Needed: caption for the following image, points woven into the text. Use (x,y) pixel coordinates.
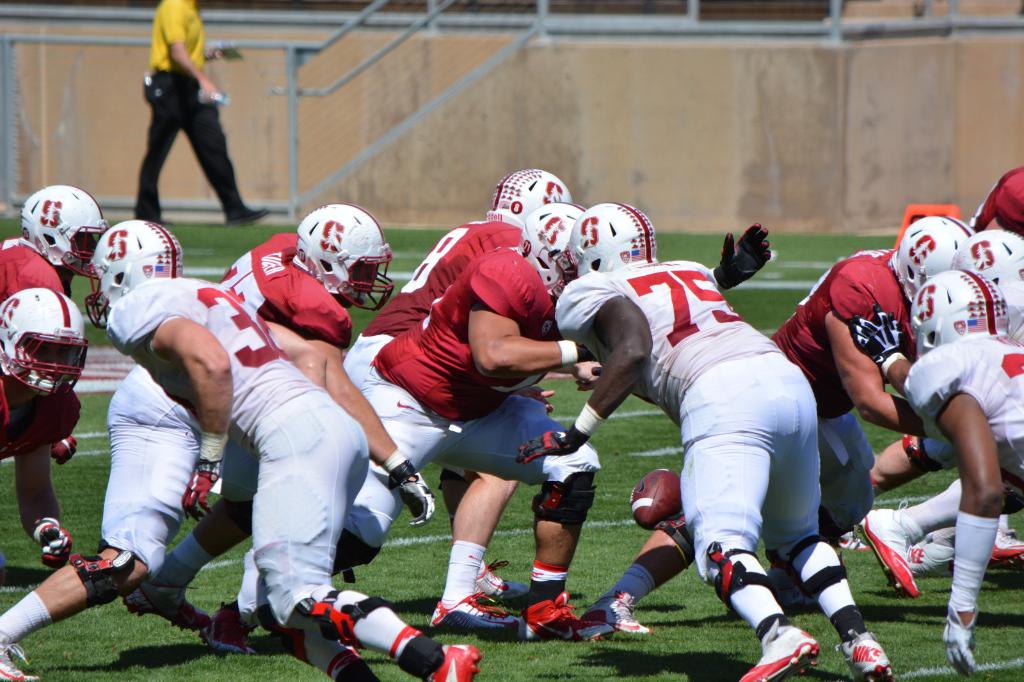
In this image there is grass (513,517) at the bottom (504,573). There is a person (233,201), it looks like a metal mesh fence (293,181) on the left corner (90,128). There are people (384,505) and there is a ball (641,497) in the foreground (362,399). There is a metal object (379,23) and a wall (536,93) in the background (590,157).
